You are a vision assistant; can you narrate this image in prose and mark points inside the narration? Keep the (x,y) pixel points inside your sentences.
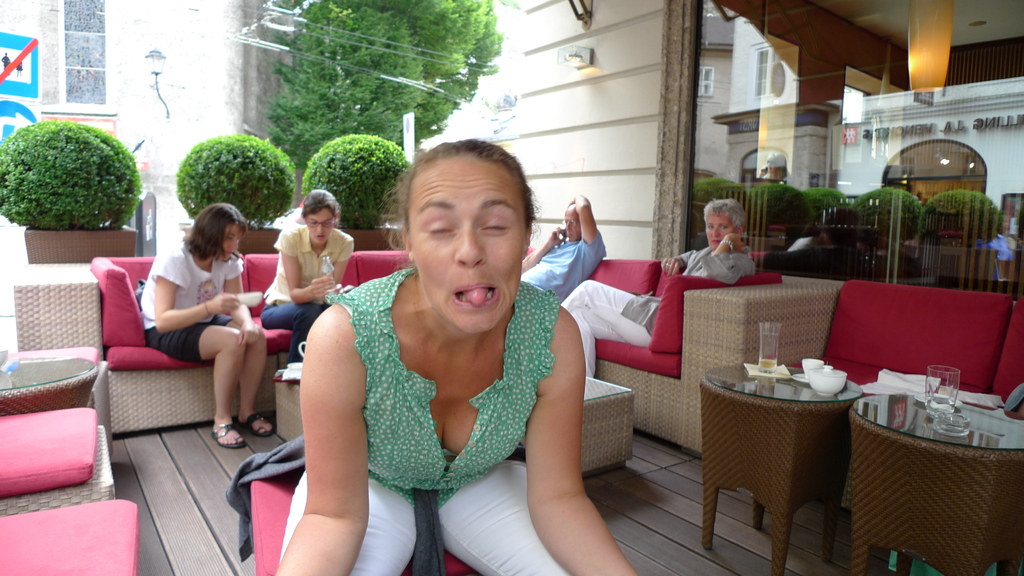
In this picture we can see some persons (424,367) sitting on the sofa (136,372). This is table (792,459). On the table (818,478) there are bowls (822,372), and glasses (931,409). On the background (114,186) we can see some plants (326,164) and this is tree (445,101). And there is a wall (630,101). Here we can see the reflection (736,121) of a building (918,104) on the glass (928,118).
